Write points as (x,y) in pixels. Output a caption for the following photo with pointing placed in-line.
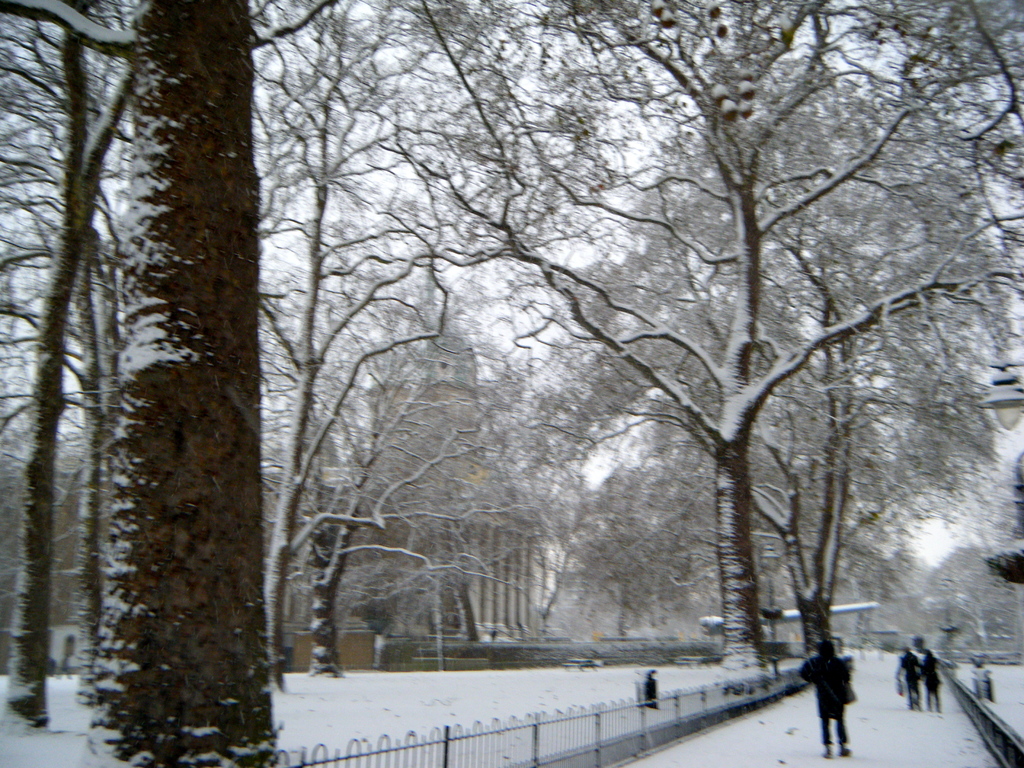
In this image I can see the group of people (824,686) with black color dresses (842,727). To the side I can see the railing (645,705). In the background (601,602) there are many trees (388,356) and the white sky (557,145).
